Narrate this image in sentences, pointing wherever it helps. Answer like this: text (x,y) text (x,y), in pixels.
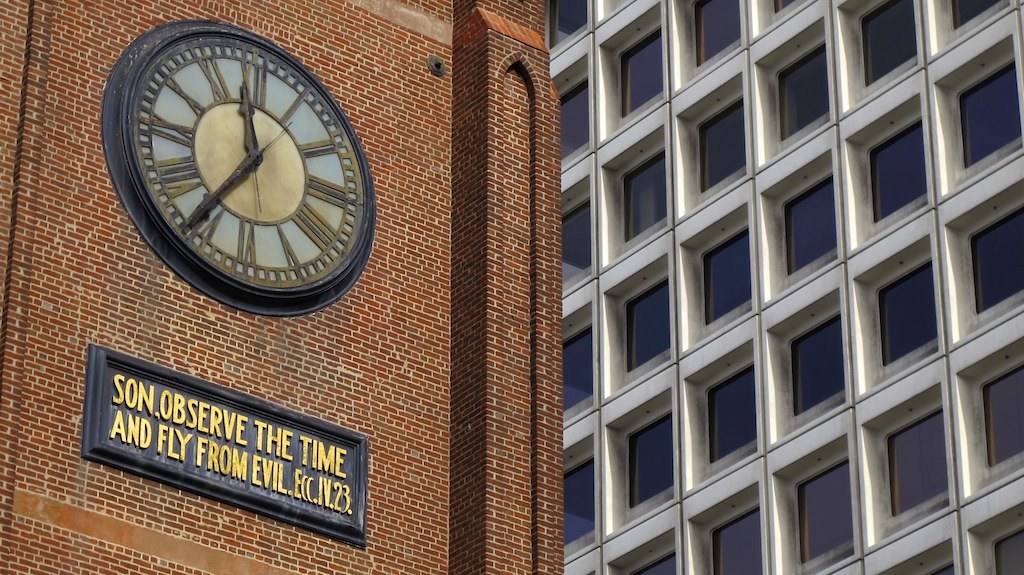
On the right side of this image (813,329) there is a building (789,260) along with the window glasses (819,247). On the left side (130,326) there is a clock tower (344,281). At the bottom (203,440) there is a board (215,458) on which I can see some text (230,450).
